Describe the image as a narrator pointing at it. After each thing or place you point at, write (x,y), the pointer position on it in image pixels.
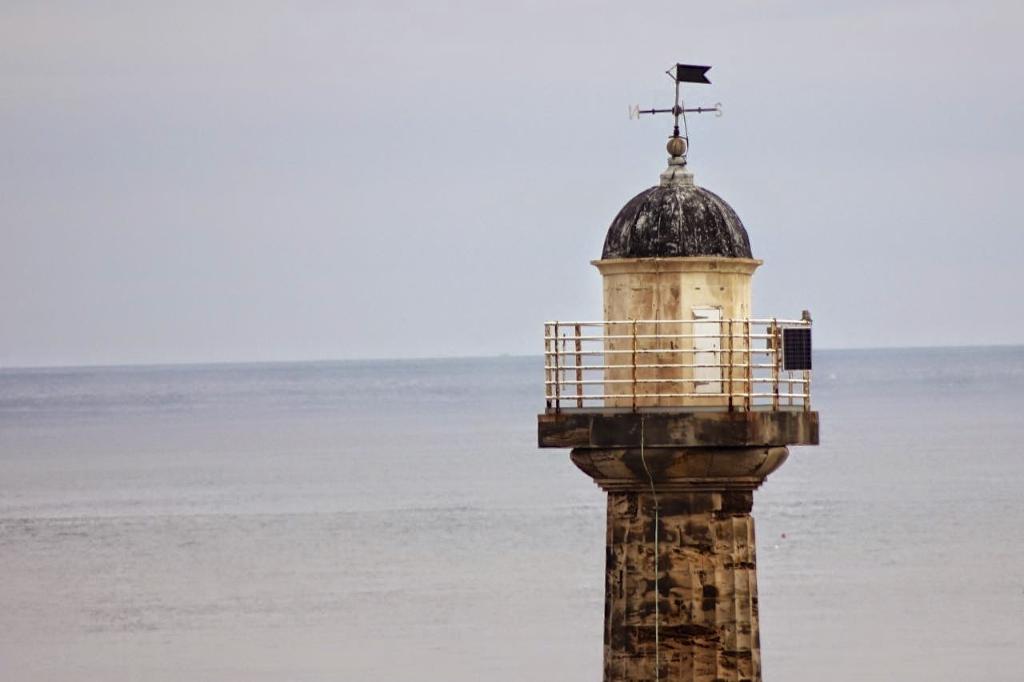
In this picture there is a tower (692,397) on the right side of the image (701,390) and there is water (421,381) at the bottom side of the image (606,543).
